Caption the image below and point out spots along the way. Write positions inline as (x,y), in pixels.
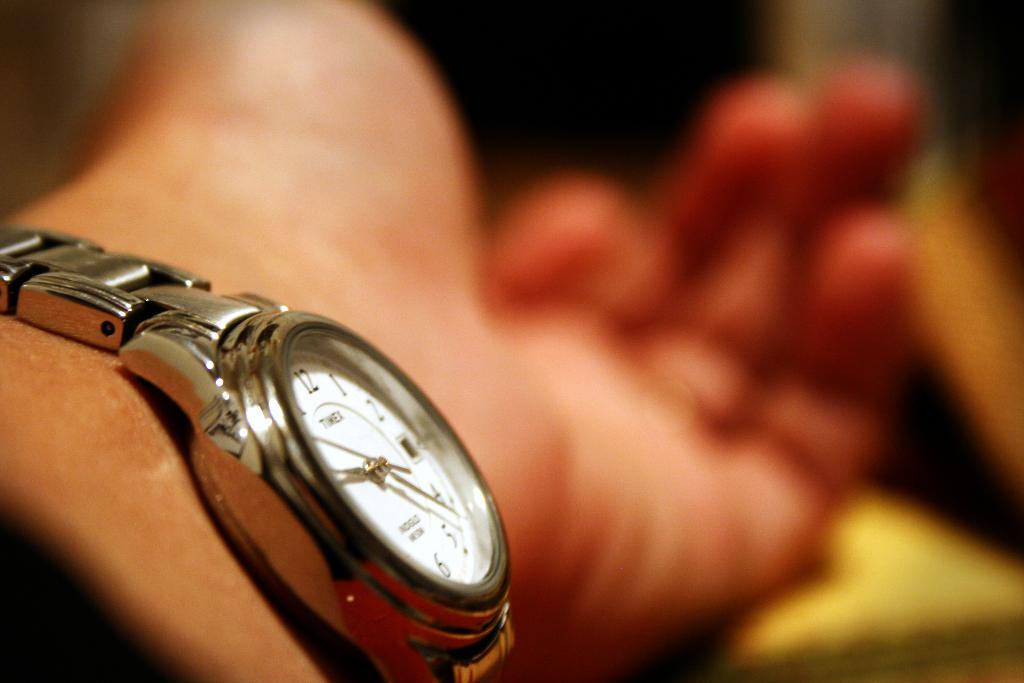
In this image, I can see a wristwatch (330,532) to a person's hand (556,362). There is a blurred background (55,73).
